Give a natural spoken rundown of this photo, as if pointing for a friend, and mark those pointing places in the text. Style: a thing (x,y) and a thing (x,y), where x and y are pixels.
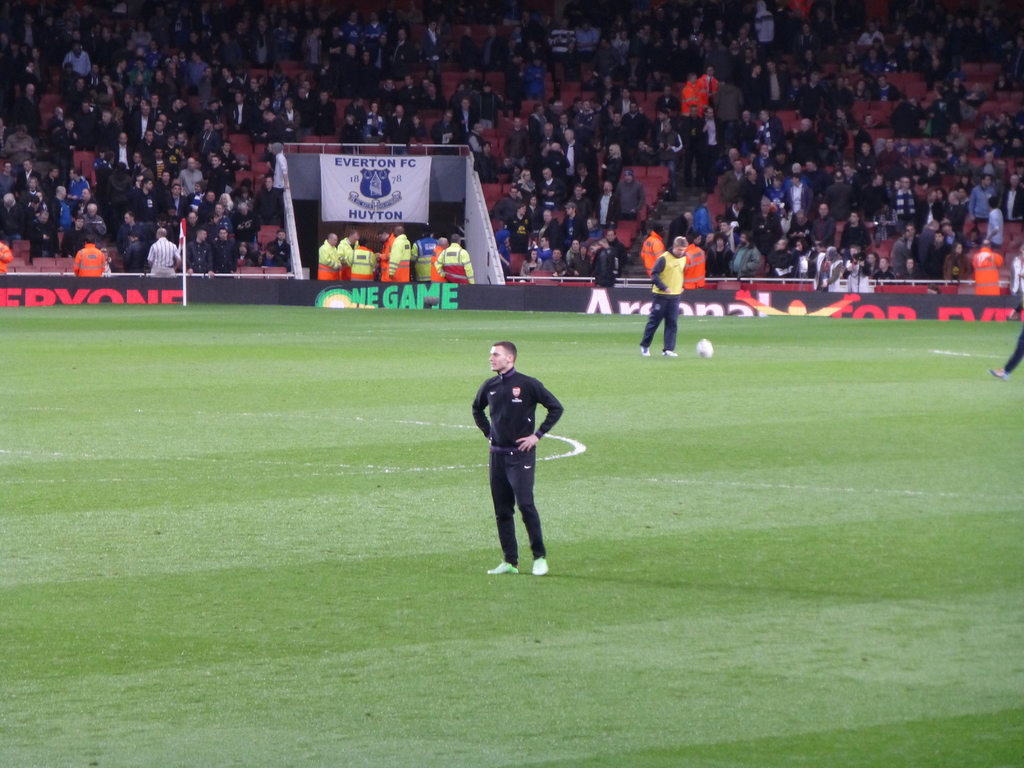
In this image I can see few people (523,429) are on the ground (538,582). These people (530,405) are wearing the different color dresses (501,416). I can see the white color ball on the ground (732,383). In the background (372,302) I can see the boards (444,300) and banner (424,180). To the side of the banner (326,210) I can see many people (609,267) in the stadium (264,154). These people (106,137) are wearing the different color dresses (525,197).
